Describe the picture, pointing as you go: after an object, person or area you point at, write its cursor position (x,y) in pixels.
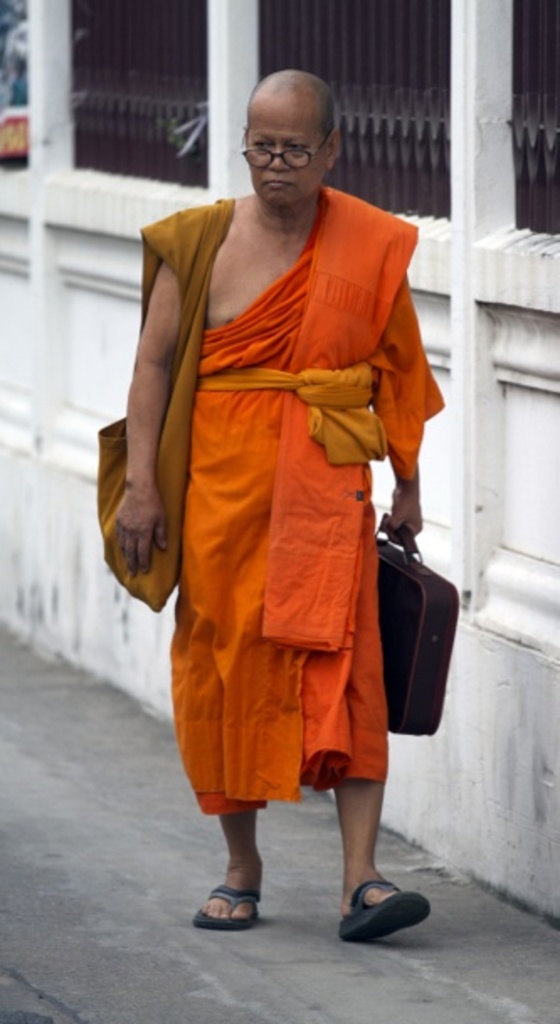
In this image a man (304,626) is walking on the path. He is holding a bag (395,607), carrying a bag (179,556). He is wearing orange clothes (231,389). In the background (134,46) there is boundary (475,131).
